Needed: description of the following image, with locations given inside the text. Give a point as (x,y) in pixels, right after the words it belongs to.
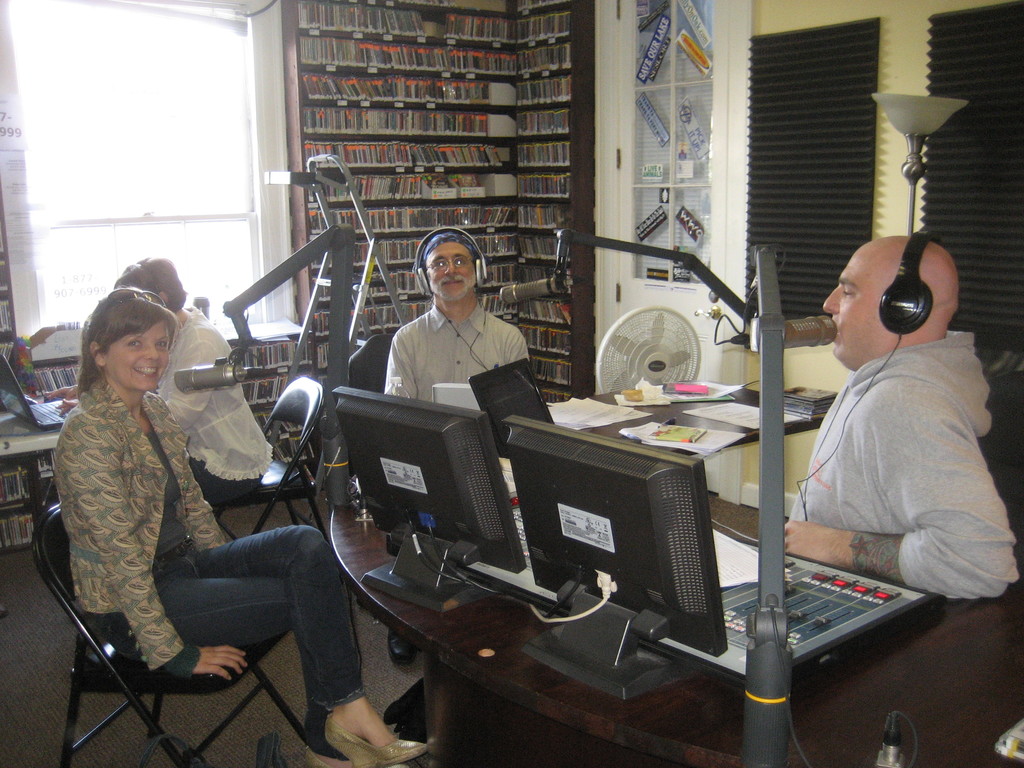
In this image I can see four people (137,422) sitting on the chairs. There are headphones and there is a desk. On the desk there are monitors (672,538), papers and some other objects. There are walls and there is window (193,87). There is a table fan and there are some other objects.
